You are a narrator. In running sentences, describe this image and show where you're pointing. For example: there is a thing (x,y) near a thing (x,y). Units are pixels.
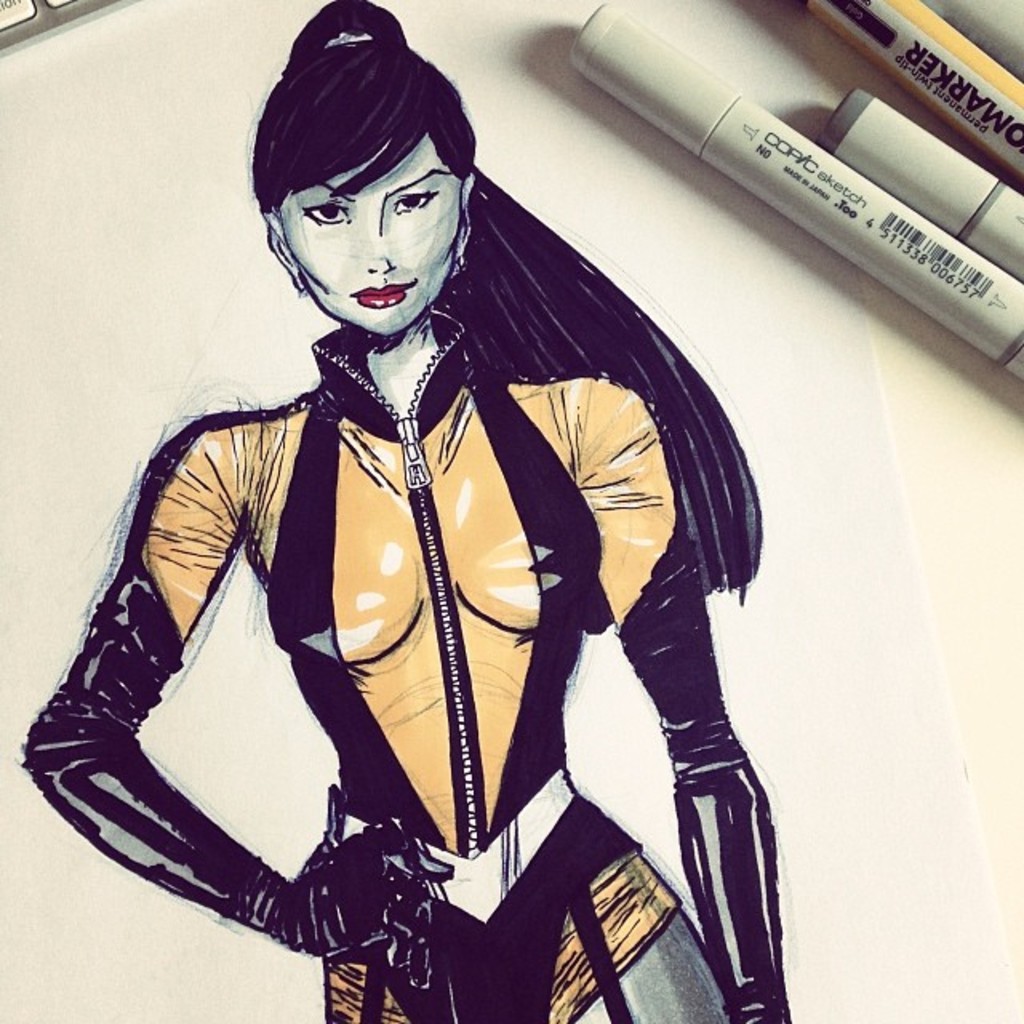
In this image, we can see a sketch (377,159) of a lady (360,406) on the paper (262,355) and there are some markers (837,128) are placed on the table (928,452).
